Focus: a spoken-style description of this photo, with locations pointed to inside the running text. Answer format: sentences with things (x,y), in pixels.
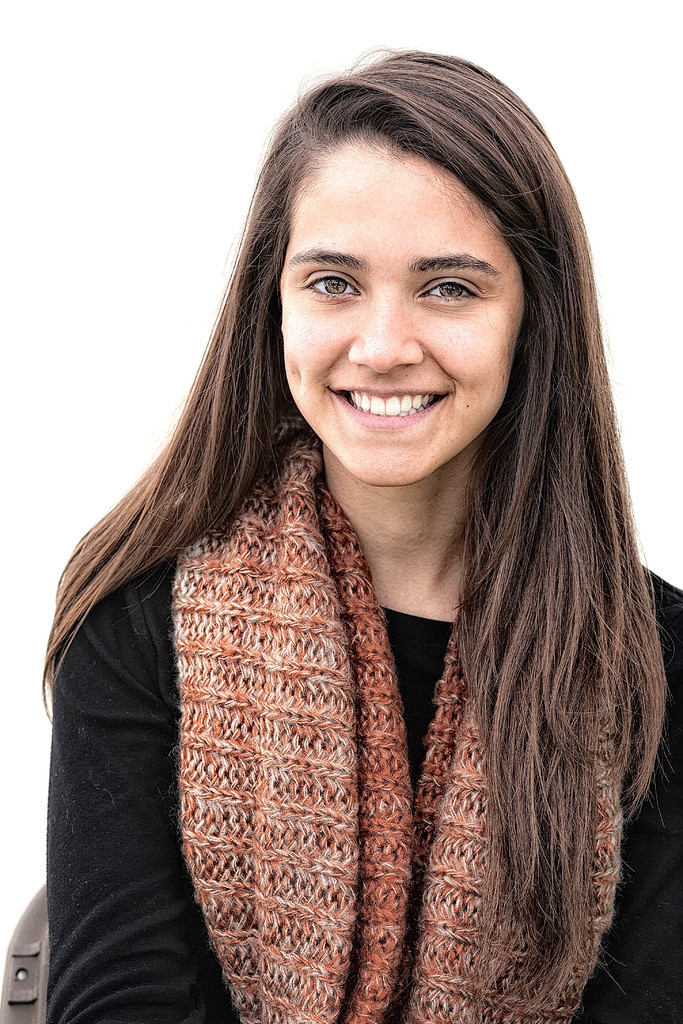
In the image we can see close up picture of a woman (368,544) wearing clothes (243,597) and she is smiling. The background (105,212) is white.
